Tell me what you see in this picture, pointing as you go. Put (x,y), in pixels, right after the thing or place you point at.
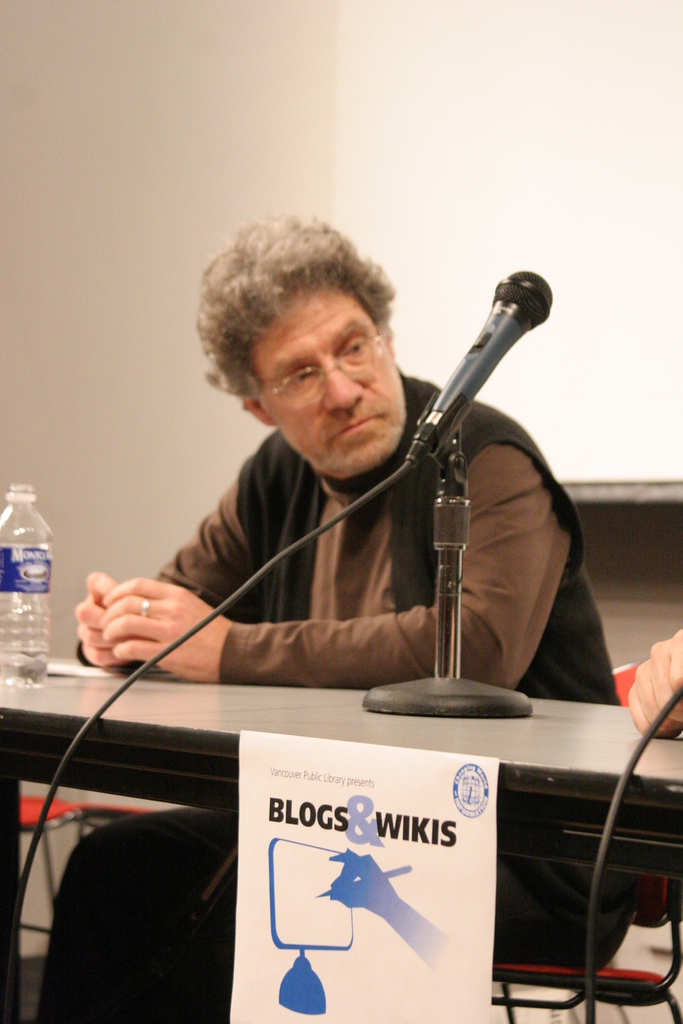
In the image we can see there is a man (368,532) who is sitting and on table (253,698) there is a water bottle (5,633).
